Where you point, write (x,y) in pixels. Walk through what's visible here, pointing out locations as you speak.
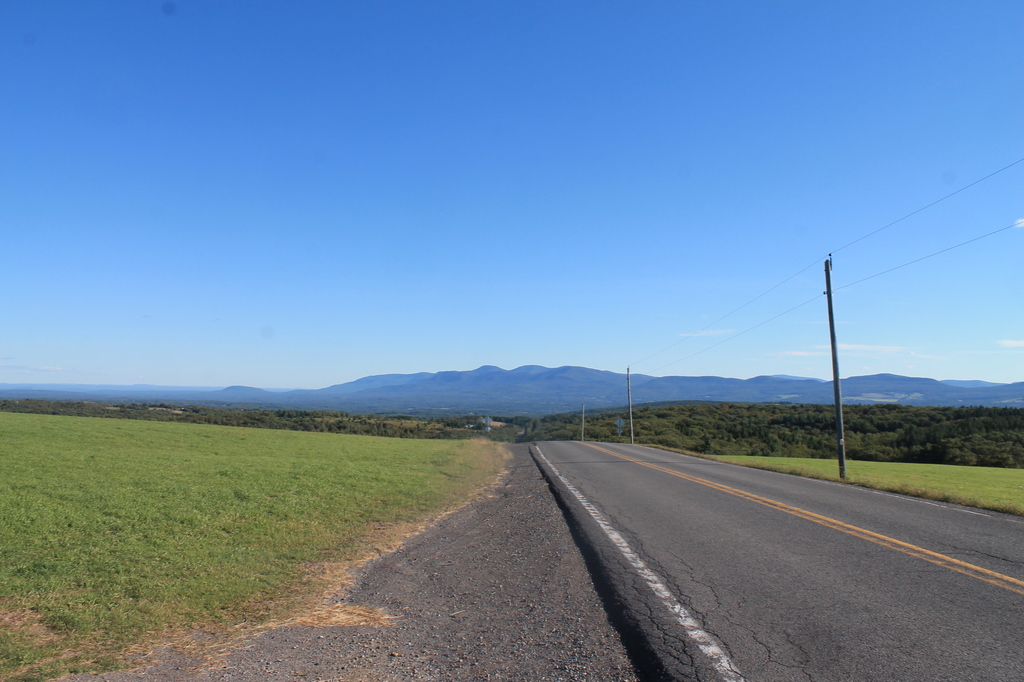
In this picture we can observe a road (787,543). There is some grass (347,517) on the ground (171,443). We can observe poles (839,448) and wires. In the background (582,332) there are hills (588,398) and a sky (411,249).
